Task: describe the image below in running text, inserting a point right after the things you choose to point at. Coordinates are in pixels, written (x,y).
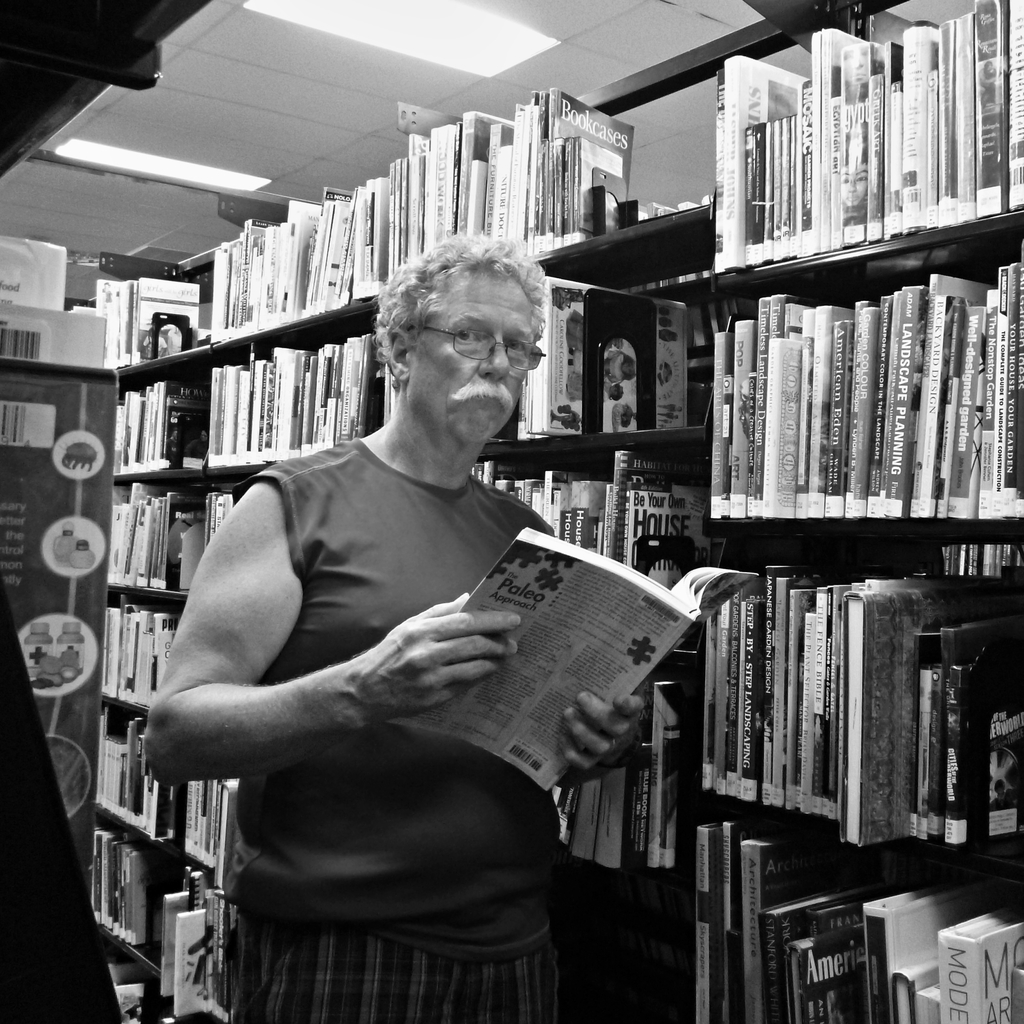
In this picture there is a man (424,699) standing and holding the book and there are books (334,379) in the shelf (882,262) and there is text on the books (565,198). At the top (431,28) there are lights (418,13).
